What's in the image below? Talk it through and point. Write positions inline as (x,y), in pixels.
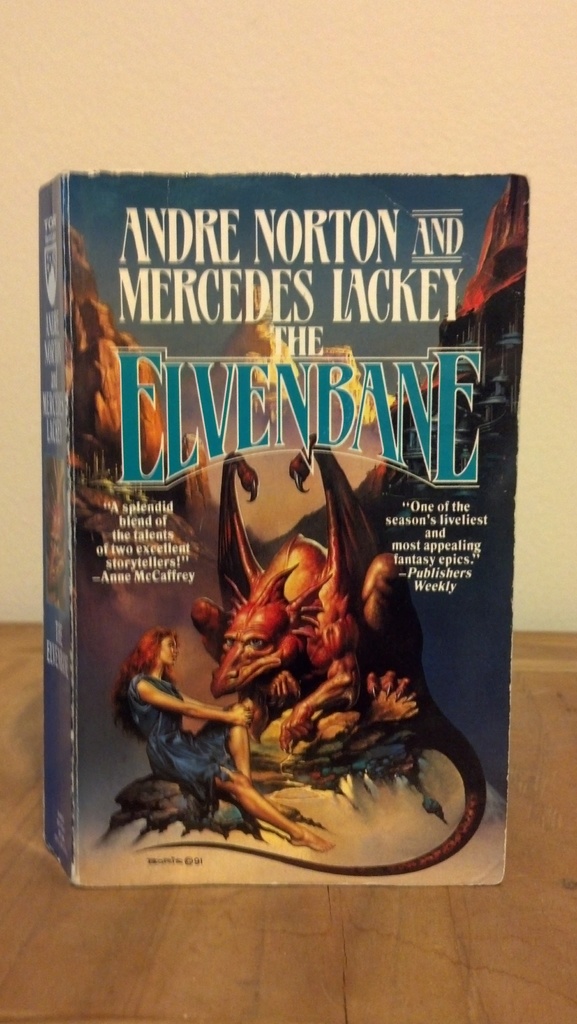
In this image there is a book (286,560) with some text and images (303,456) on it.
